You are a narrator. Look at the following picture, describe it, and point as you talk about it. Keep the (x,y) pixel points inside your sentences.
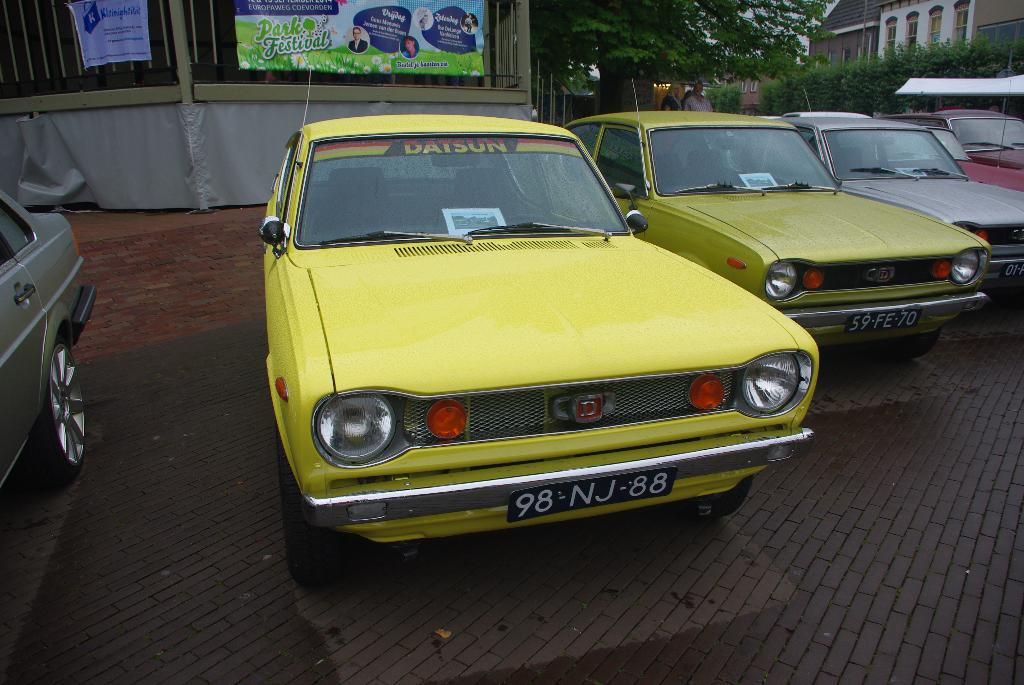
At the bottom (427,568), we see the road (519,656). In the middle (417,385), we see the cars (363,239) parked on the road (247,257). Behind that, we see two people (677,94) are standing. On the left side (202,126), we see a building (163,102) or a tent (134,166) in grey color. We see the banners (127,42) in blue and green color with some text (420,64) written on it. There are trees (651,59), poles (863,50) and the buildings (873,42) in the background (879,41).
